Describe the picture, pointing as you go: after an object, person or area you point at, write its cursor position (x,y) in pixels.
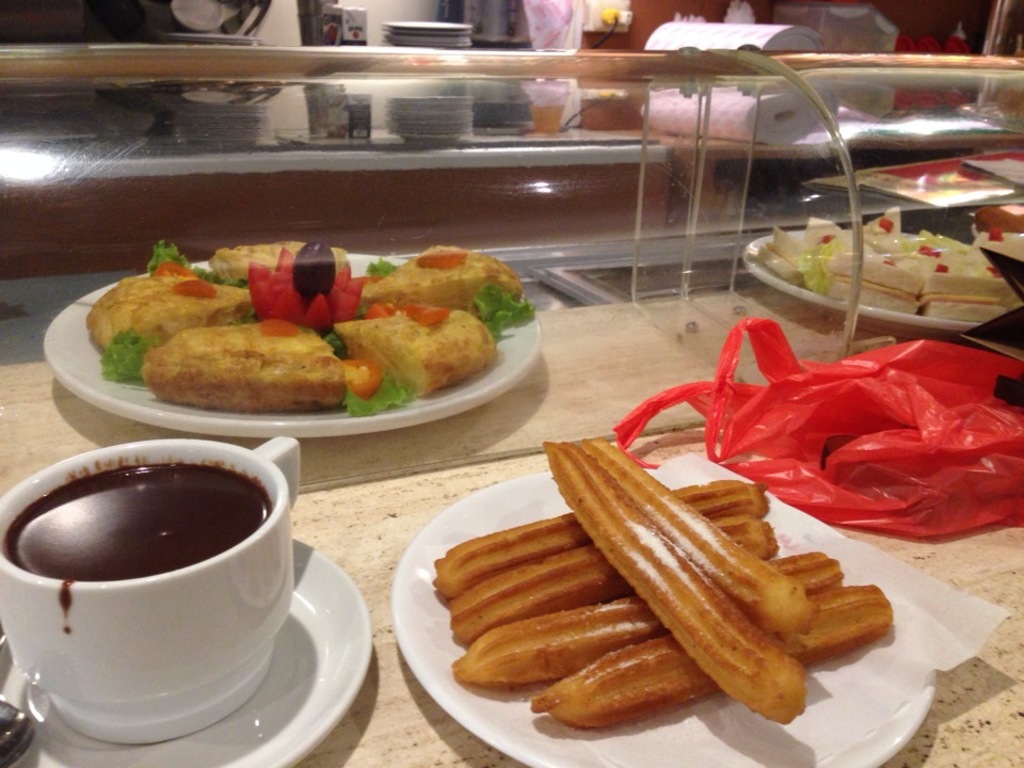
In this picture we can see plates (420,657), a saucer (277,711) with a cup (176,636), spoon (21,715) and some food items (575,661) on an object (398,740). Behind the plates (381,264) there is a glass object (616,217) and other things (864,47).
